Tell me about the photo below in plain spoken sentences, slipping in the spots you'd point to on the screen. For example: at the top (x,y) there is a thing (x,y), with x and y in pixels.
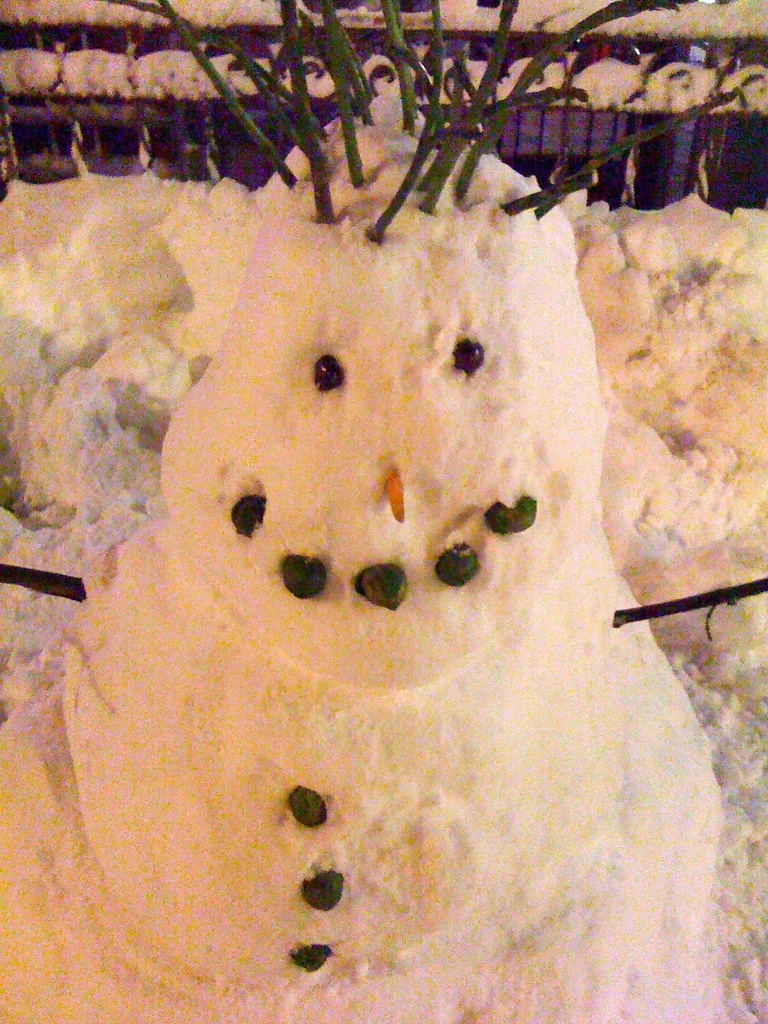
In this image in the foreground (402,468) there is a snowman (369,563). In the background (121,315) there is snow (142,296) on the ground (142,296).
